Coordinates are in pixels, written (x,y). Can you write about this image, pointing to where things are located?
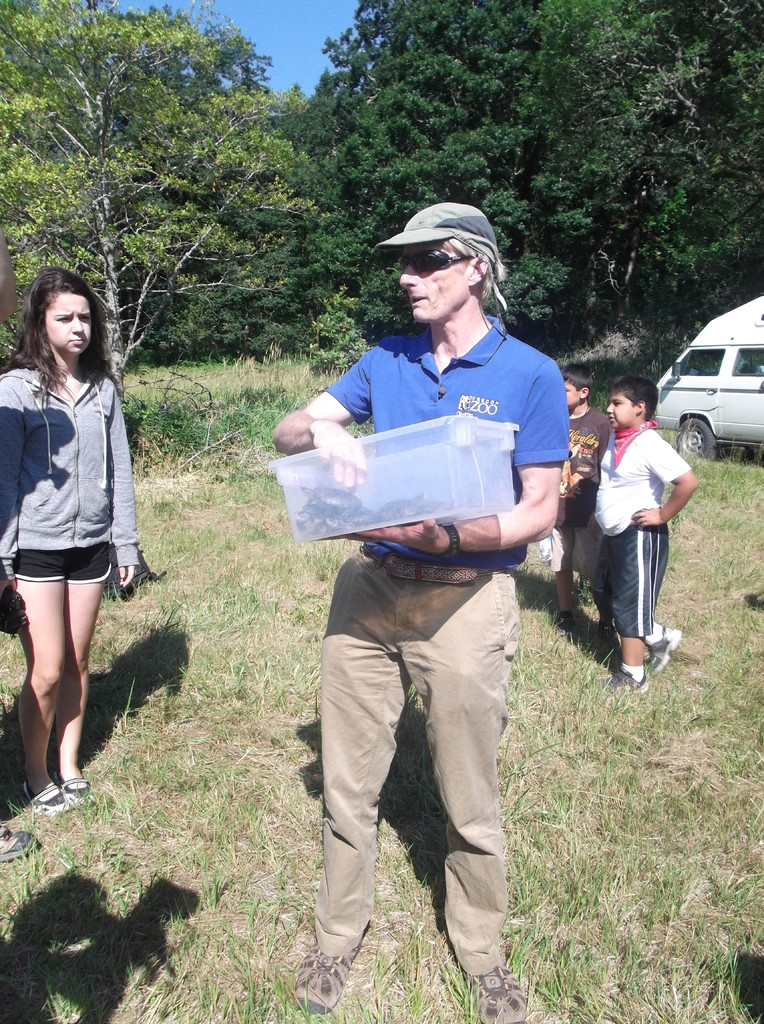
In the picture we can see a grass surface (435,847) on it, we can see a man (410,539) standing and holding a box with some reptiles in it and beside him we can see a woman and behind him we can see two children (653,539) are standing and in the background (680,393) we can see a van (704,419) which is white in color and full of trees (345,145), and a part of the sky (291,38).
